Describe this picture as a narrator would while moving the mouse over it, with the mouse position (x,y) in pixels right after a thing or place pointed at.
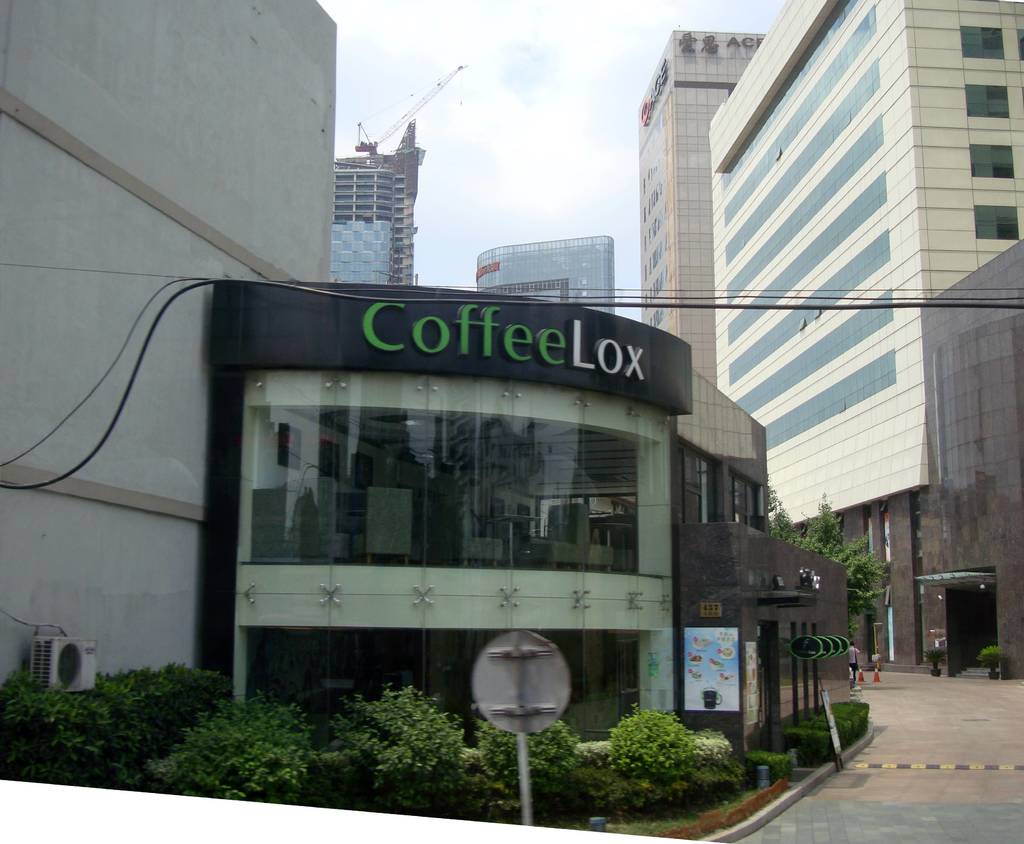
In the image there is a commercial building (447,495) and in front of that there are few plants (673,747) and there are some wires (678,298) and in the background (934,283) there are many tall buildings (826,116).
